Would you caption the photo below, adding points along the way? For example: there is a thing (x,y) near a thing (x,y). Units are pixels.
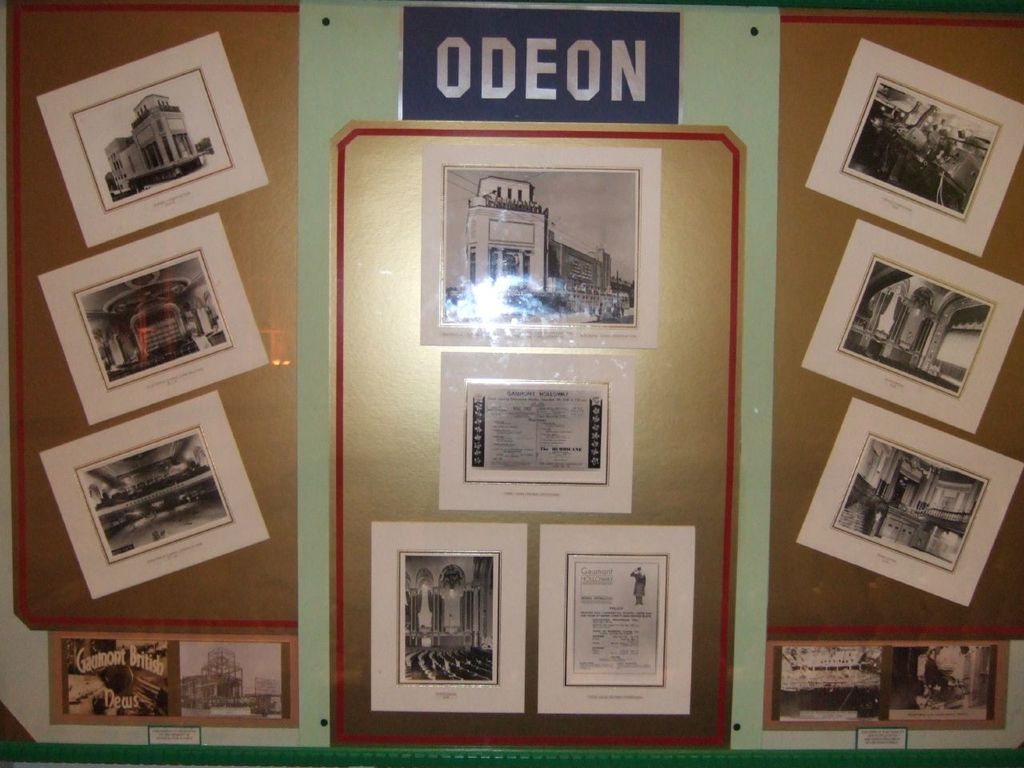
There is a board (300,123). On that there are some pictures (479,202) pasted. And something is written on that.
